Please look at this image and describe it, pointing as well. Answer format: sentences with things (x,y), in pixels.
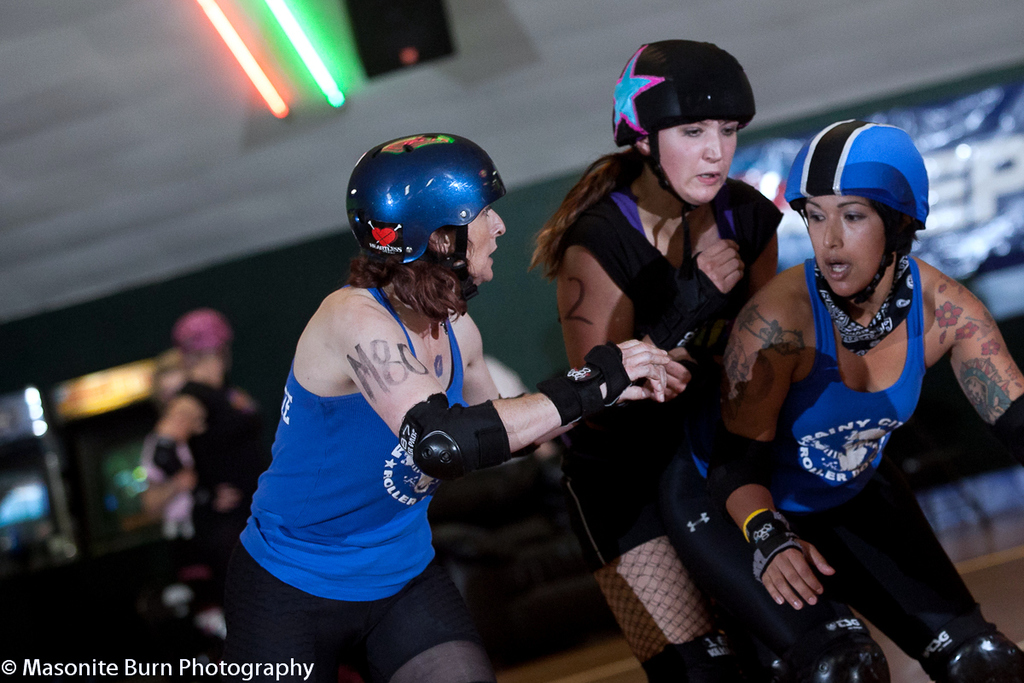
In the foreground of the picture (682,293) there are three women (605,427), they are wearing helmets (736,115). I think they are skating. In the background (256,54) there are lights (306,41), wall (134,352), people (184,412) and arcade machines (142,365). At the bottom (149,665) there is text (149,665).
